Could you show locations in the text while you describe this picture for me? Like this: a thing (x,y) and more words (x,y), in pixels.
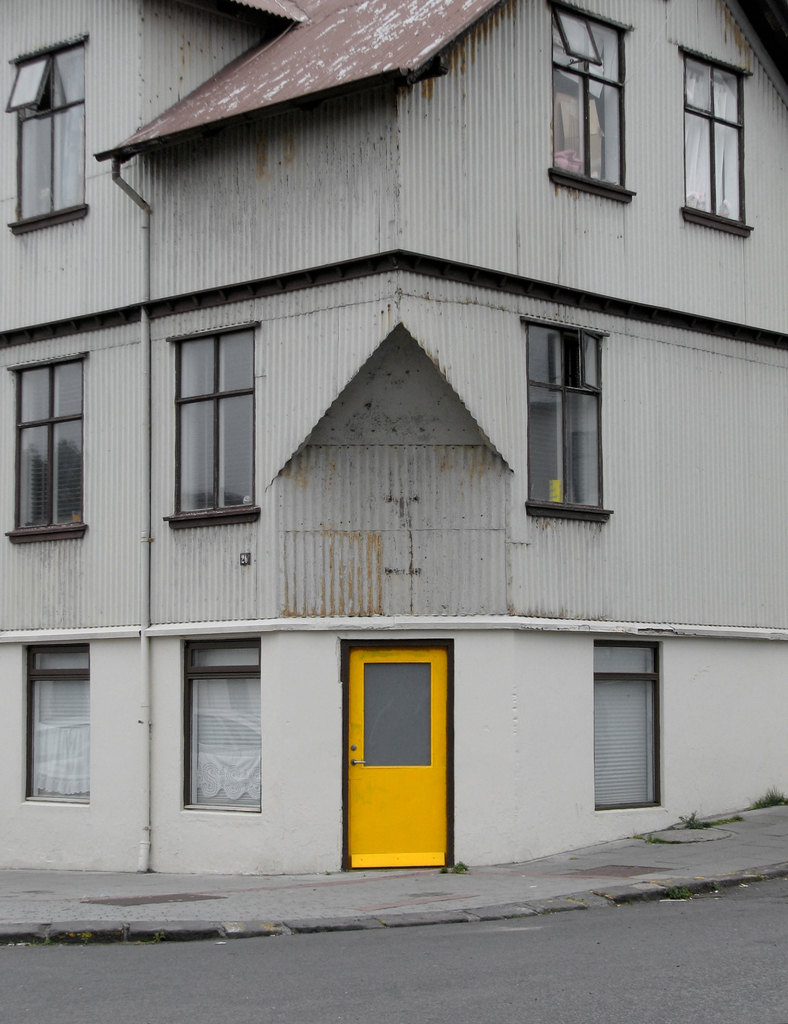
In the picture I can see a building (369,675) with glass windows (212,642) and yellow color door (396,834) and here I can see the road (596,913).
